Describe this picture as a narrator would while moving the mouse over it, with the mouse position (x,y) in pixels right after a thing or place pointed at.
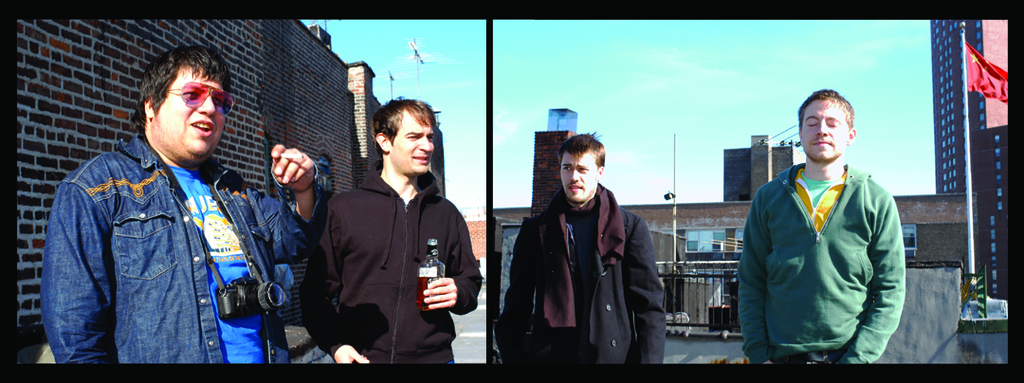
Collage picture. In this picture we can see people (302,173). This person (404,265) is holding a bottle (422,305). This person (248,237) worn camera (263,290). Background (684,251) there are buildings (741,220). Sky (589,103) is in blue color. Right side of the image (992,97) we can see flag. Sky (522,67) is in blue color.
